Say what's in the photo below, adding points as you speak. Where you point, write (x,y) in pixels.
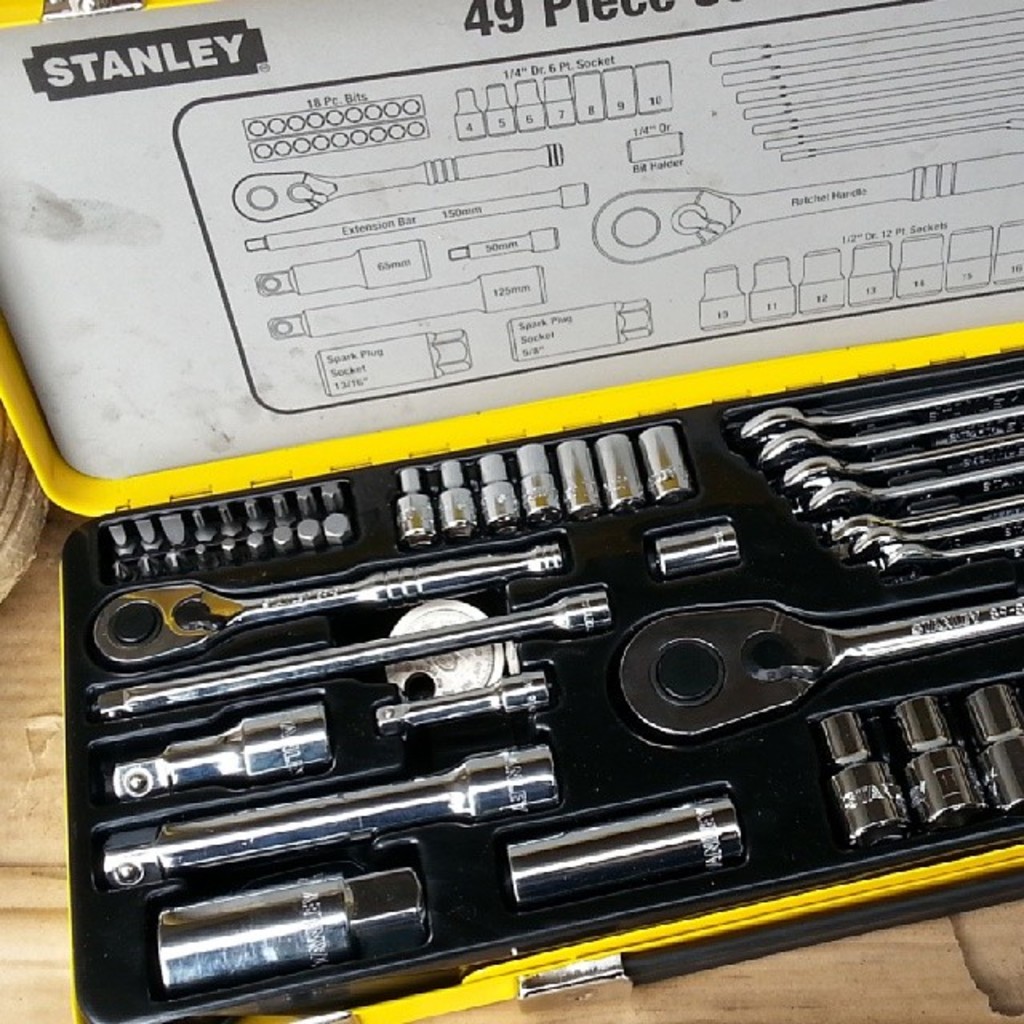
In this picture we can see tools (713,702) in the box (474,526).
